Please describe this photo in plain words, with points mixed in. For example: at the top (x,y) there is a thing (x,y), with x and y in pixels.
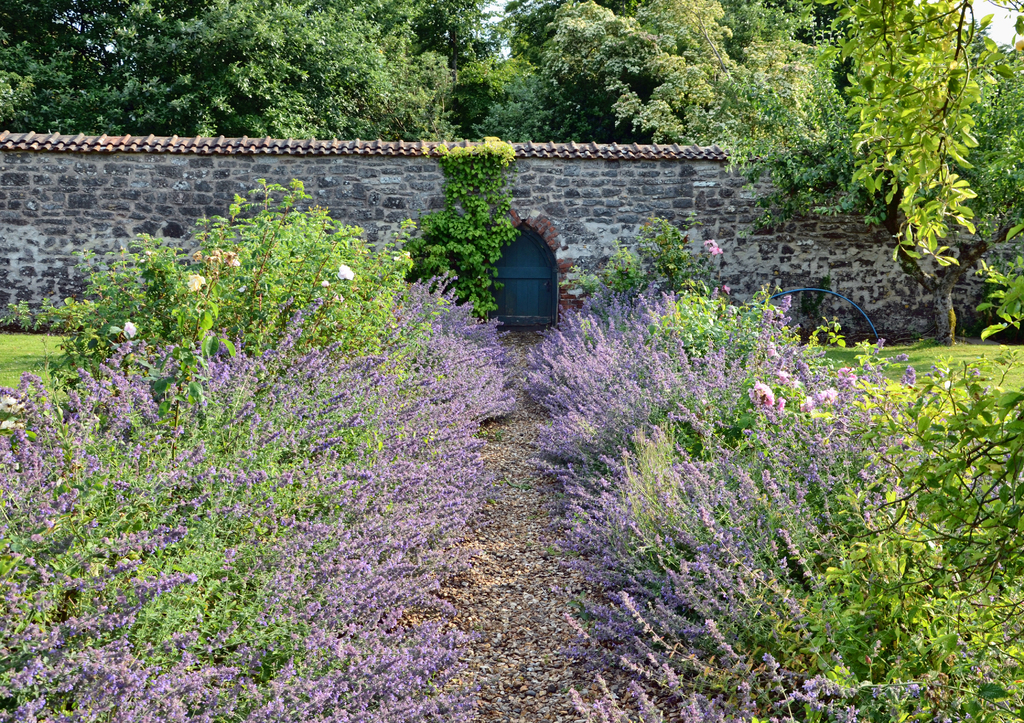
There are lavender flower plants (598,342). There is grass (6,351) on the either sides and a walkway (535,698) at the center (530,467). There is a stone wall (396,159) at the back (176,151) which has tiles (35,146) on top and a blue door (506,271) at the center (509,278). There are trees (374,68) at the back (543,58).
